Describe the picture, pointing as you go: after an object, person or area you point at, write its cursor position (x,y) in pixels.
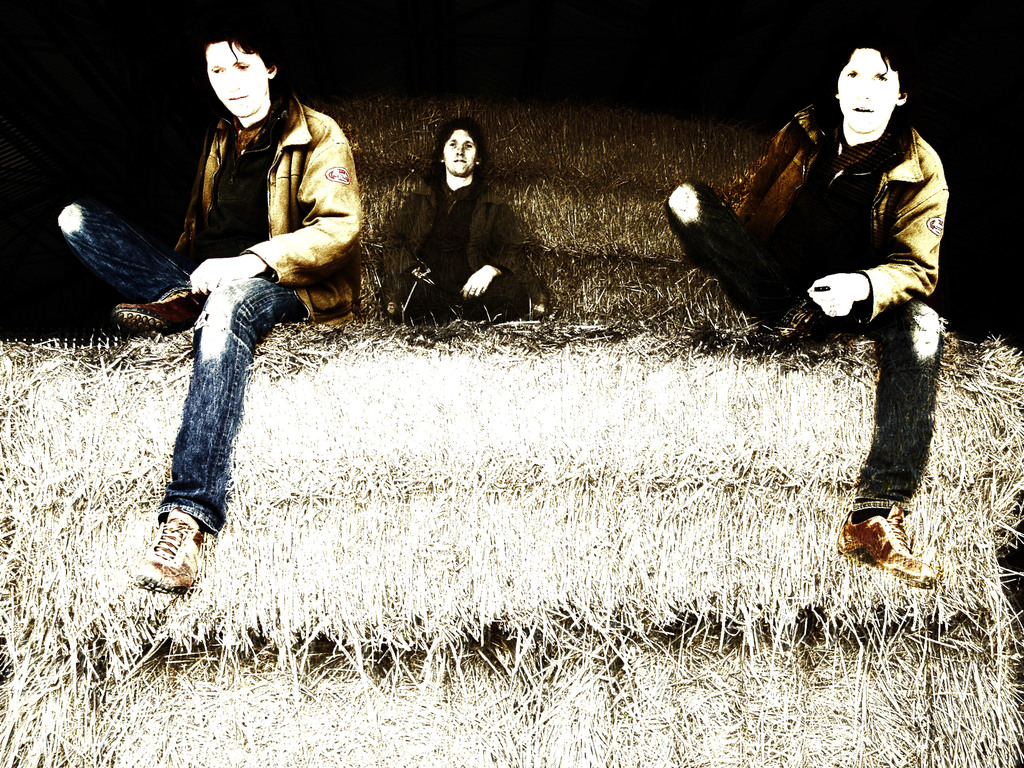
In this image I can see three persons (336,221) sitting, the person (314,268) at left (314,268) is wearing brown color blazer (312,209), blue pant (214,393) and I can see dark background (716,32).
